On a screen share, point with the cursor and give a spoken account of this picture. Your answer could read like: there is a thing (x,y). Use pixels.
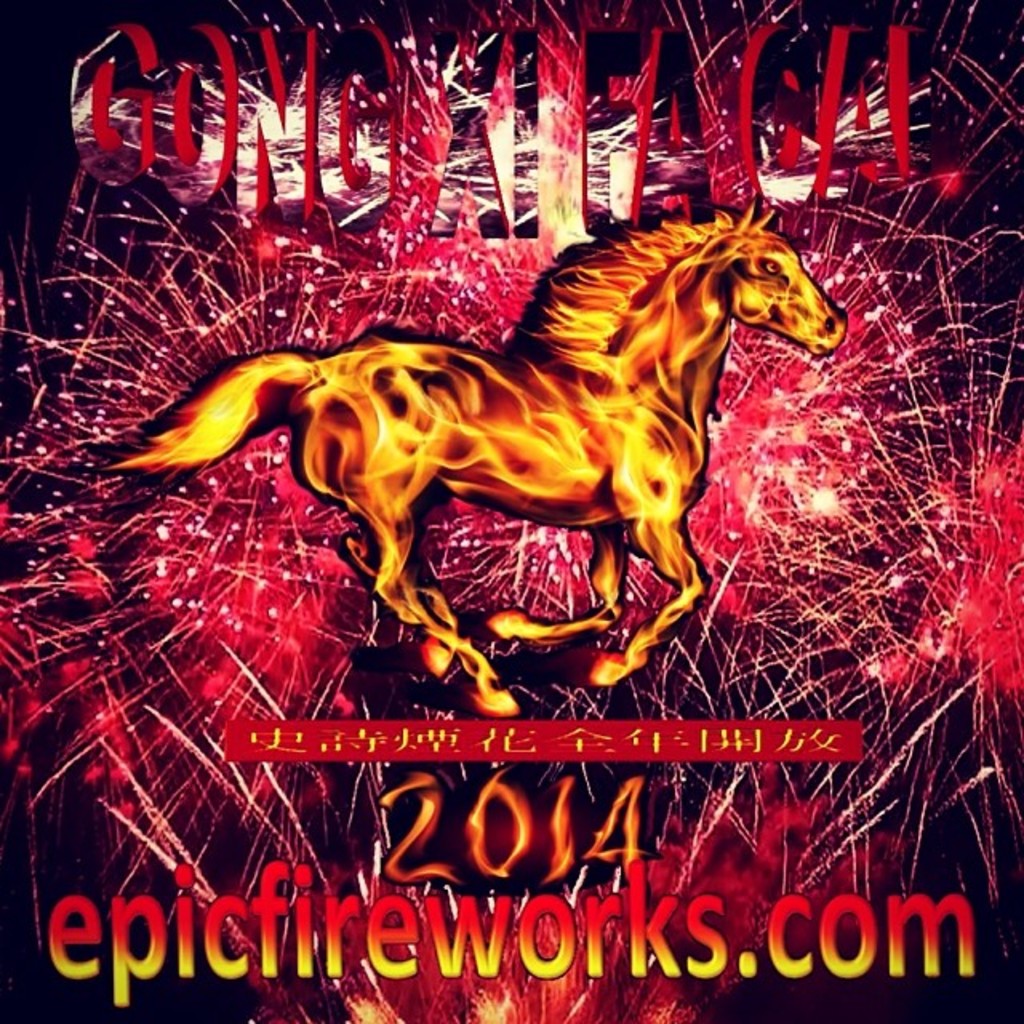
This is a poster. We can see a horse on this poster. There is a watermark (106,944).
